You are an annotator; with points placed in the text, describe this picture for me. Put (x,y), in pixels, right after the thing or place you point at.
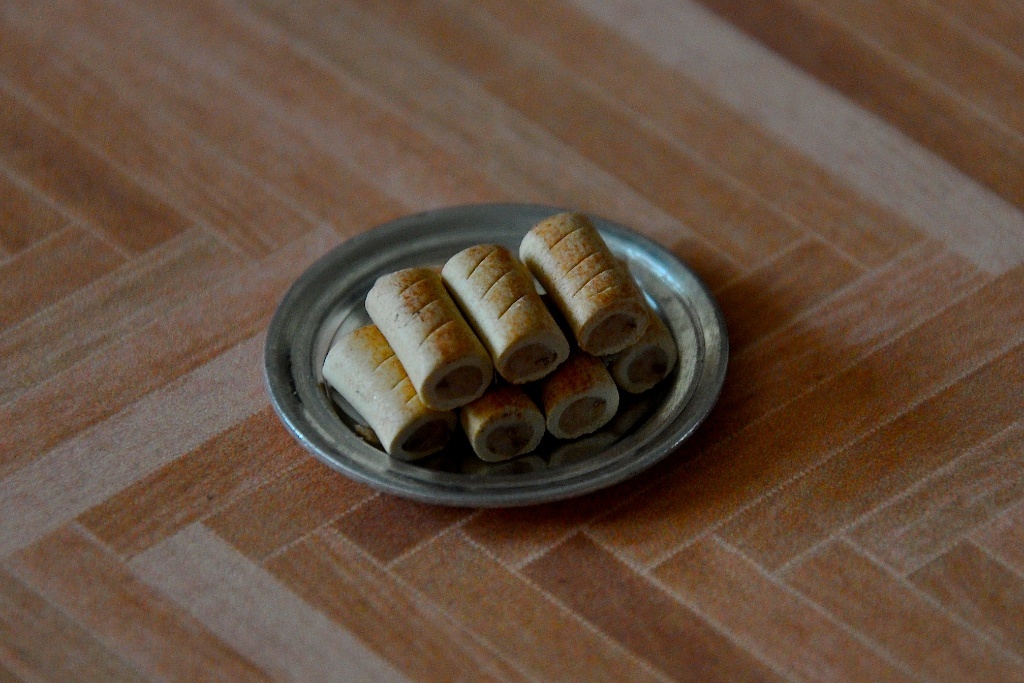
In this picture we can see a plate (521,222), food items (563,273) and this plate (361,304) placed on a platform (221,435).
